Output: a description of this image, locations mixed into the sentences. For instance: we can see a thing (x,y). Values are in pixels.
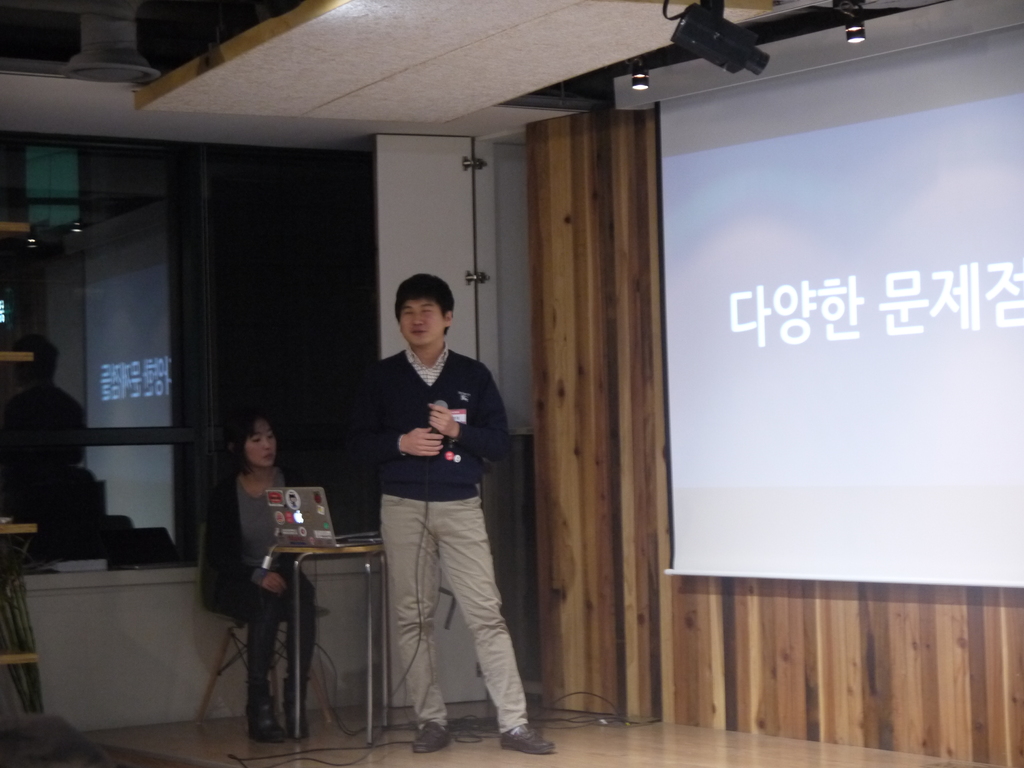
In this image in the center (444,356) there is one person (388,410) standing, and he is holding a mike (435,405). Beside him there is another woman (248,569) who is sitting, and there is a table (370,549). On the table (385,715) there is a laptop (308,531), at the bottom (388,727) there is floor (400,733) and some wires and on the right side of the image (727,351) there is a screen (831,93) and at the top (713,58) there is projector (738,35) and lights (844,14). And on the left side of the image (178,278) there are glass doors (227,202) and reflection (55,456) of some persons (39,413) and some objects (30,624), at the top (194,106) there is ceiling (292,38).
